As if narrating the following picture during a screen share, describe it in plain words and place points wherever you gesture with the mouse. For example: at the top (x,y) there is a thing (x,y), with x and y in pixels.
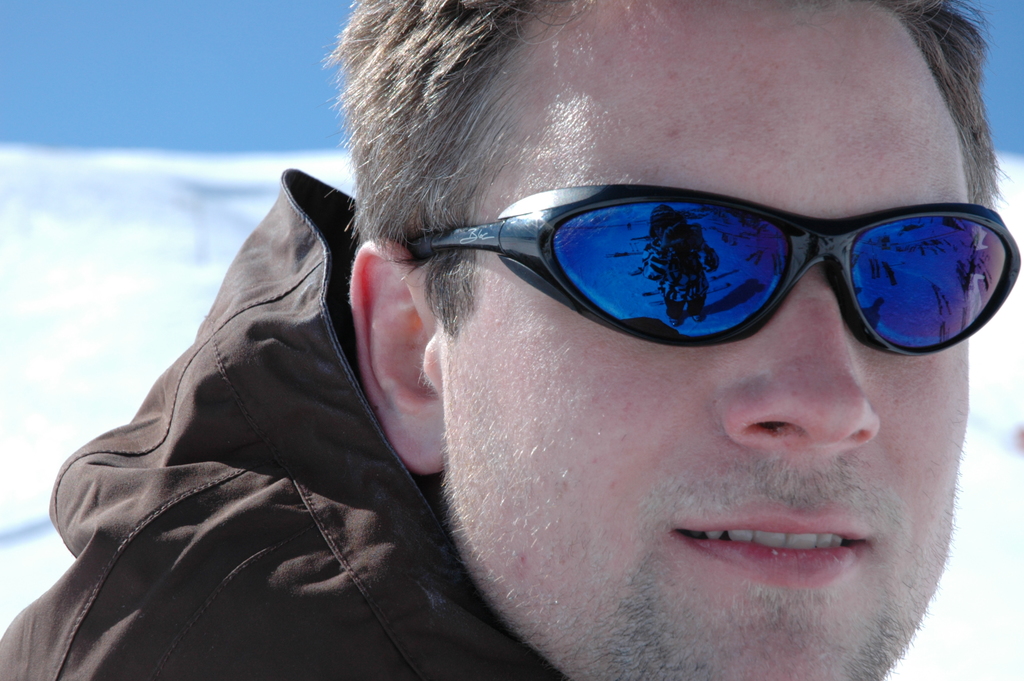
In the foreground (423,88) I can see a person (830,121) is wearing a goggle (679,298). In the background (225,235) I can see ice (122,350) and the blue sky (144,99). This image is taken during a day.
